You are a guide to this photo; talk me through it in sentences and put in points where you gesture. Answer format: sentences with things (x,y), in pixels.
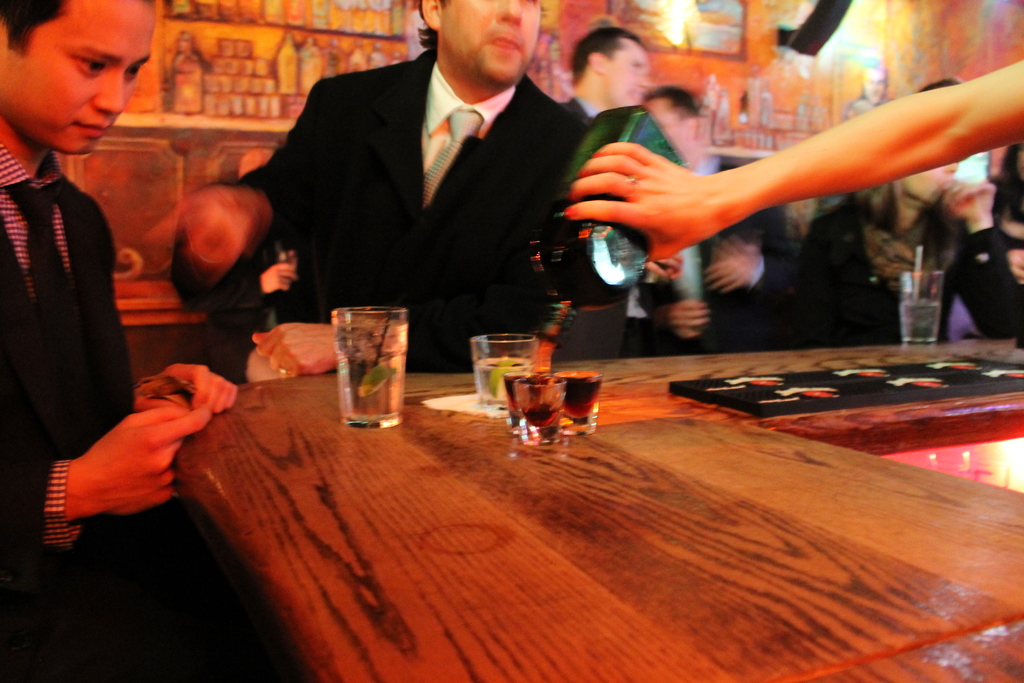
In this picture on the table (567,488) we can see drinking glasses (563,401). We can see few persons (411,125) standing near to the table (553,477). On the background (946,46) we can see paintings (231,32) over a wall (847,41).
